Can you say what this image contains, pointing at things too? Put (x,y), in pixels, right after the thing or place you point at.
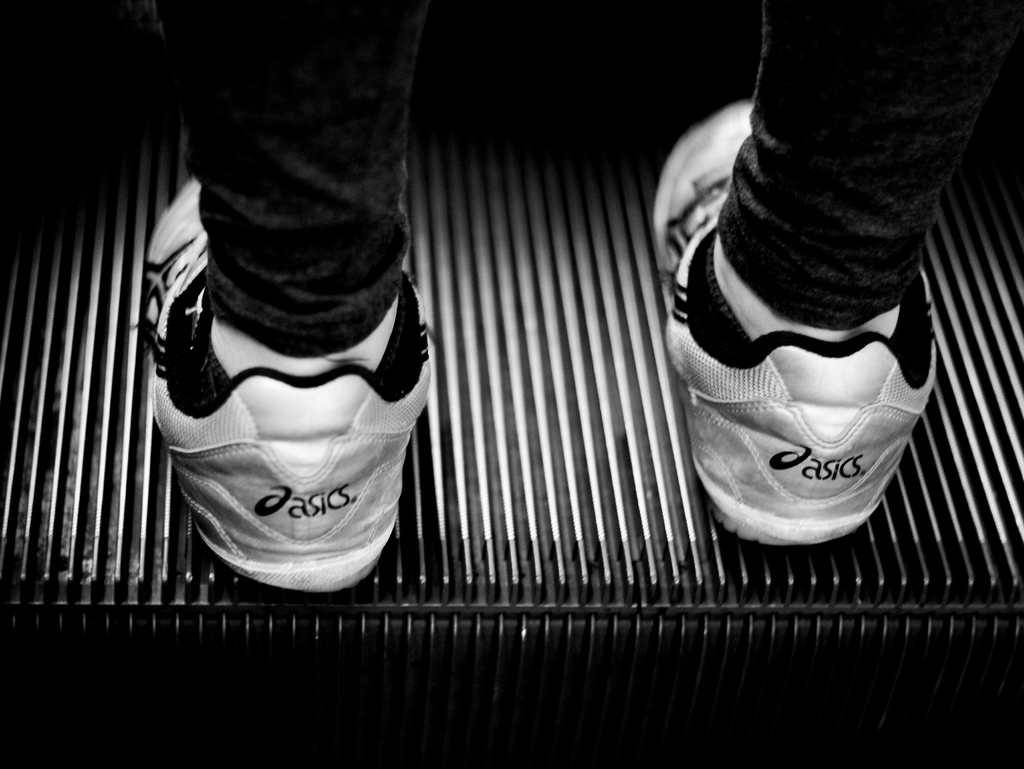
In this image in the foreground (380,397) there is one person (793,402) who is standing and he is wearing shoes (403,466), and he is standing on a escalator (473,630).
